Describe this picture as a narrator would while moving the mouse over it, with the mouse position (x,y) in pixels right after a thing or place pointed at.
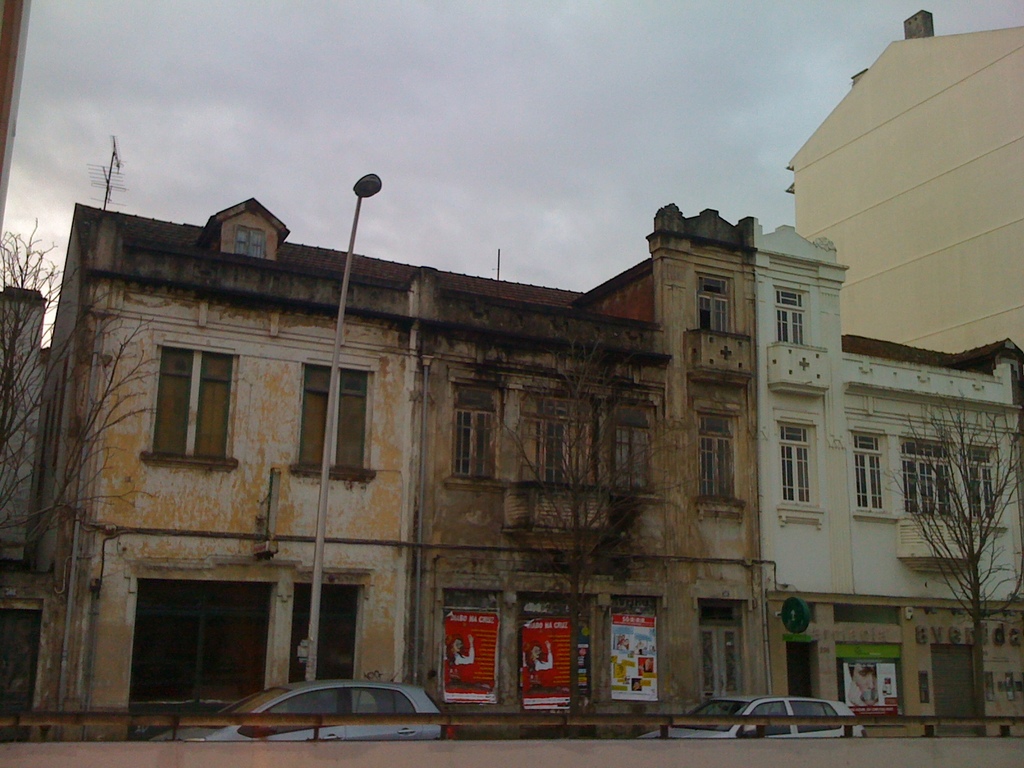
In this image, we can see few buildings (306,597) with walls (441,556), windows (555,420). Here we can see few trees (963,594), pole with light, vehicles (213,740), posters (629,663), sign boards (865,652). Background (549,128) there is a sky (549,147).
